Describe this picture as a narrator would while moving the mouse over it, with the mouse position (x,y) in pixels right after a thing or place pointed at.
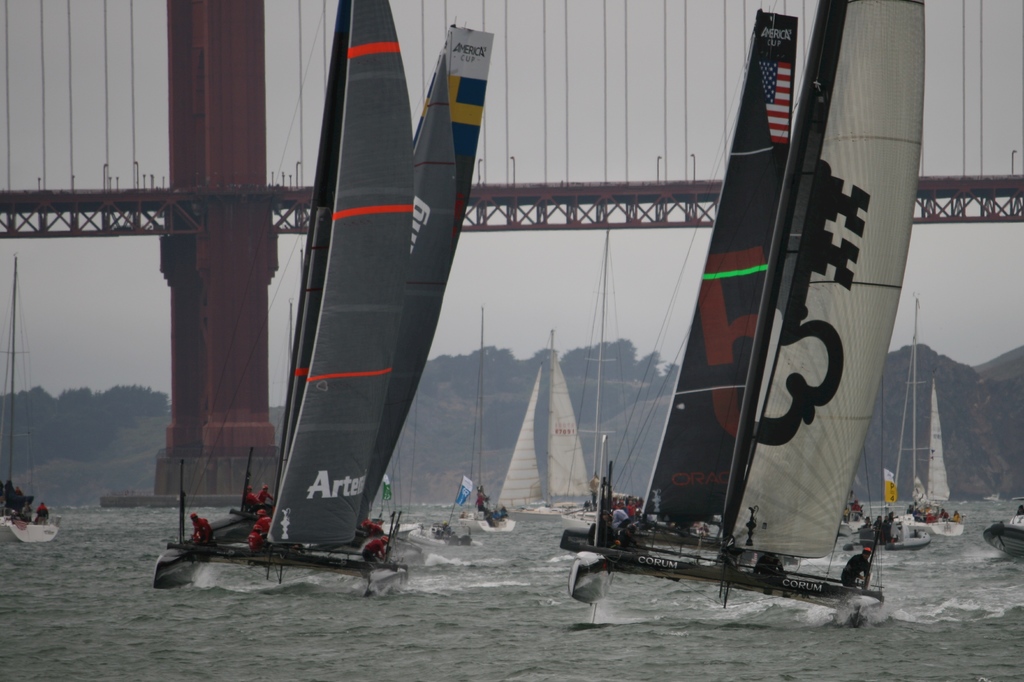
In the image, there are many boats (819,583) sailing on the sea (313,679) and the boats (353,534) are also having the masts (760,392) and there is a bridge (552,204) above the sea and in the background (519,370) there are many trees (626,375) and mountains (998,365).
